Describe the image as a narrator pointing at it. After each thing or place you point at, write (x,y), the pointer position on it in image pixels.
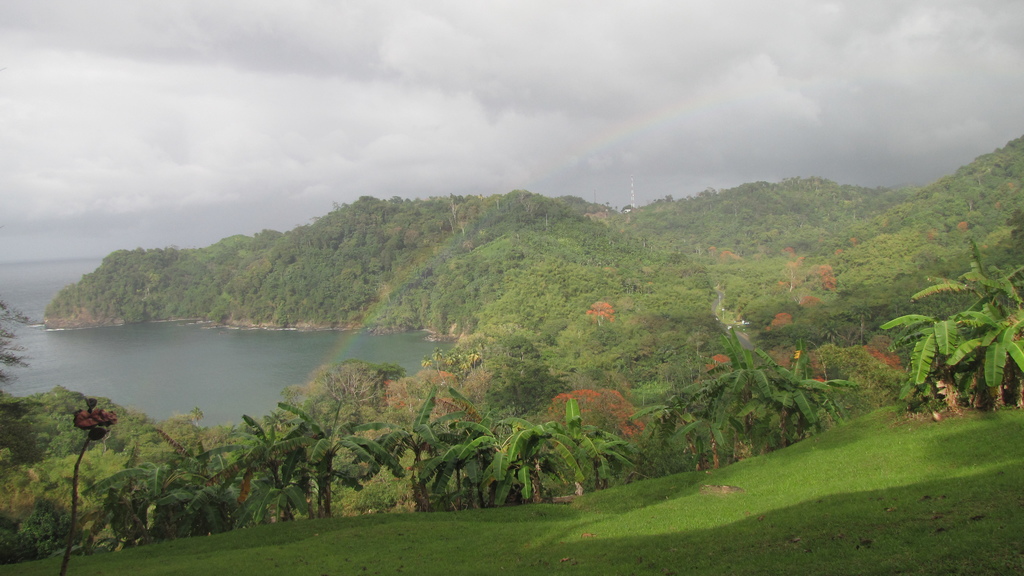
As we can see in the image there is grass (746,525), trees (683,347) and water (199,342). At the top (401,15) there is sky (401,48) and clouds (385,47).
